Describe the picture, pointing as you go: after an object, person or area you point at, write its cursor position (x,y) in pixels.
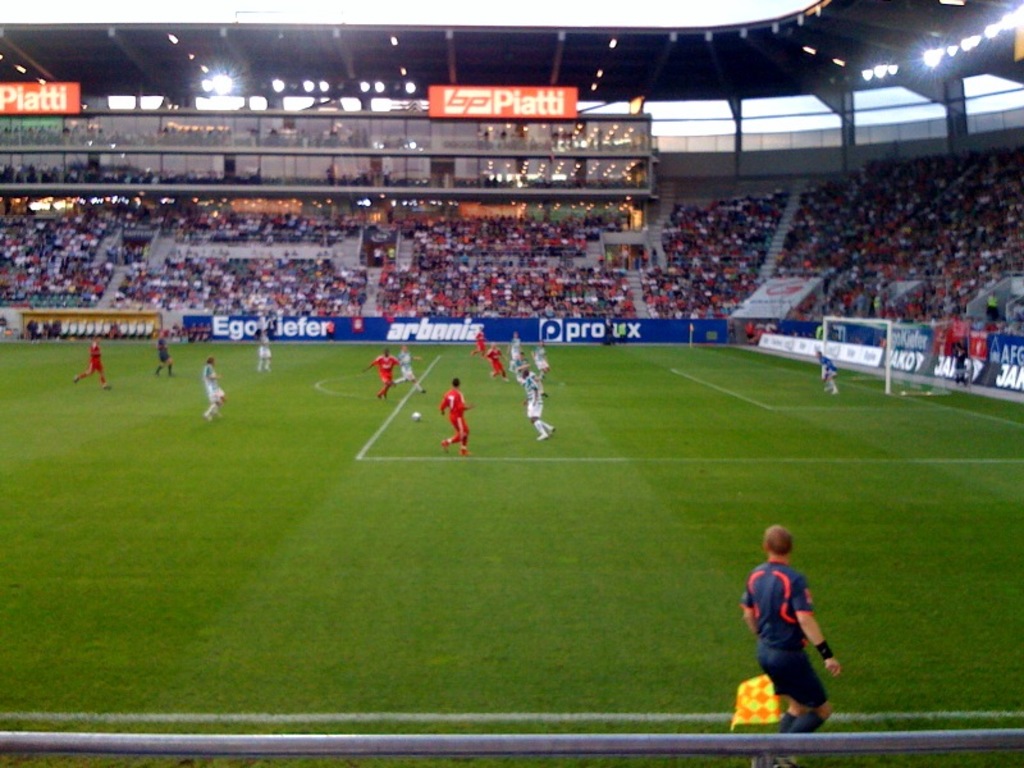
In the foreground (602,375) I can see a group of people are playing a football on the ground (657,451), goal net (881,350) and a fence (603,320). In the background (392,306) I can see a crowd (849,312) in the stadium (503,148). On the top (441,95) I can see lights (383,84), boards (457,98). This image is taken in a stadium (633,238).
